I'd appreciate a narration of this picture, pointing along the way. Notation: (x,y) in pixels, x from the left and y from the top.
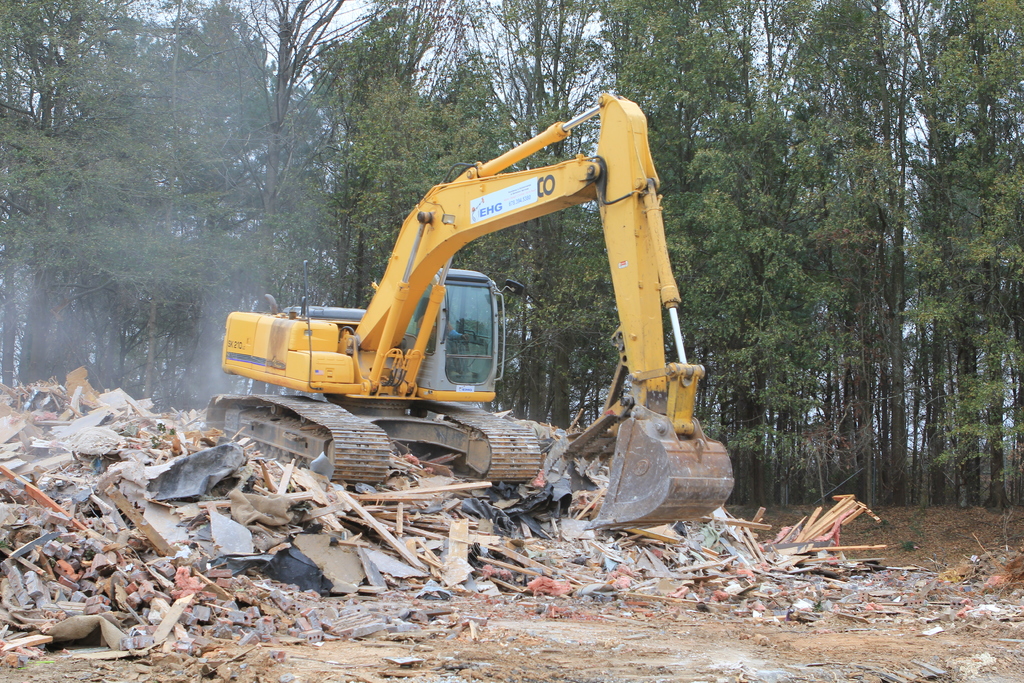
It is a proclainer (383,345) which is in yellow color and these are the green color trees (301,272).
